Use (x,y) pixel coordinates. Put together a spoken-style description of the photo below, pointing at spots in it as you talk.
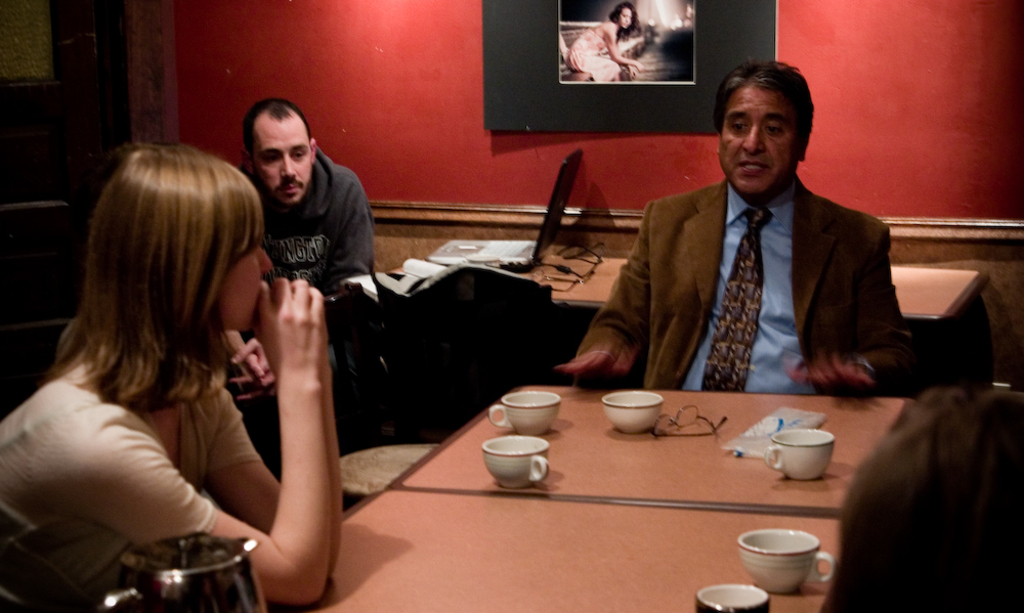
In this image we have group of people (234,414) among them two men (663,220) are sitting on a chair (353,315) and a woman (200,473) is sitting on a chair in front of the table (498,488). On the table (681,460) we have a few cups (730,589) and a spectacle (681,416) and few other objects (762,444) on it. Behind this man (775,255) we have a red wall (848,40) with a wall photo (568,83) on it.
